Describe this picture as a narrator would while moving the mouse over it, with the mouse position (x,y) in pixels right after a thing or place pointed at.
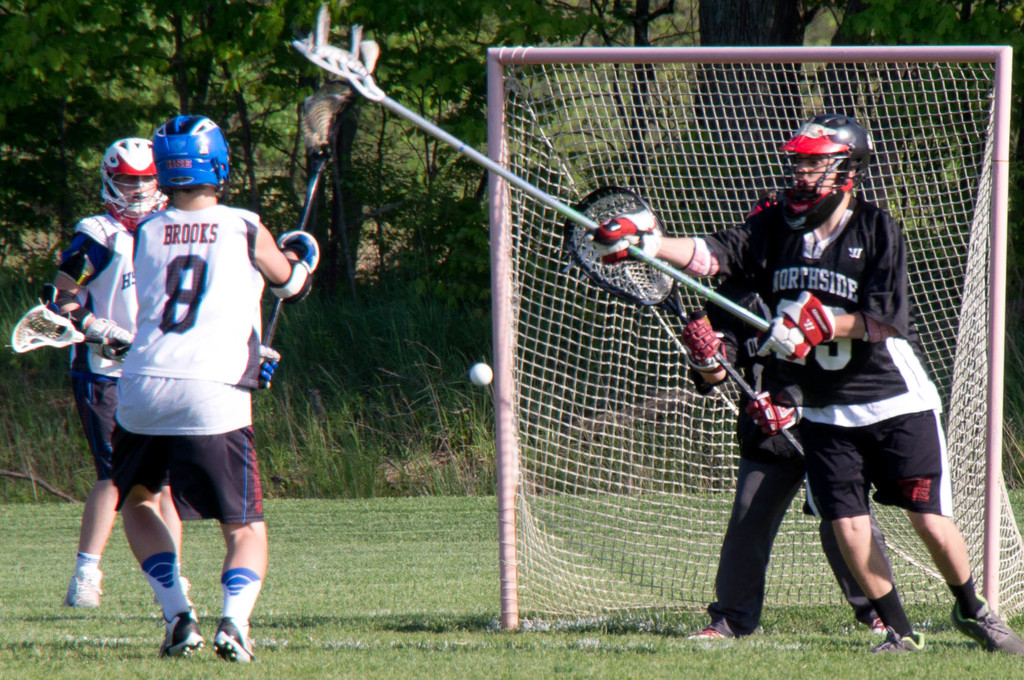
In the center of the image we can see some persons (722,242) are standing and holding an object (367,54) in their hand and wearing a helmet (785,198). At the bottom of the image (402,613) ground (390,569) is there. At the top of the image (274,86) trees (419,95) are present. On the right side of the image (771,188) we can see a mesh (822,104) is there.
